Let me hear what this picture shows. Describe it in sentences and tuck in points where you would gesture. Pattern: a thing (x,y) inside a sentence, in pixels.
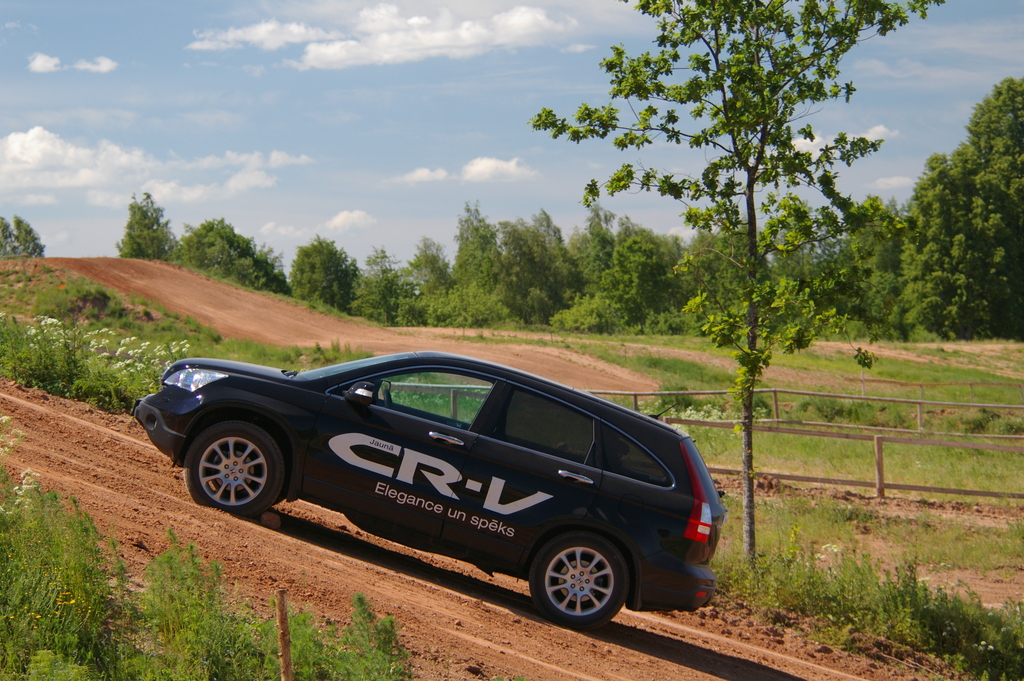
This picture shows a black color car (326,413) and we see trees (512,298) and plants (134,355) and a blue cloudy Sky (492,124).
